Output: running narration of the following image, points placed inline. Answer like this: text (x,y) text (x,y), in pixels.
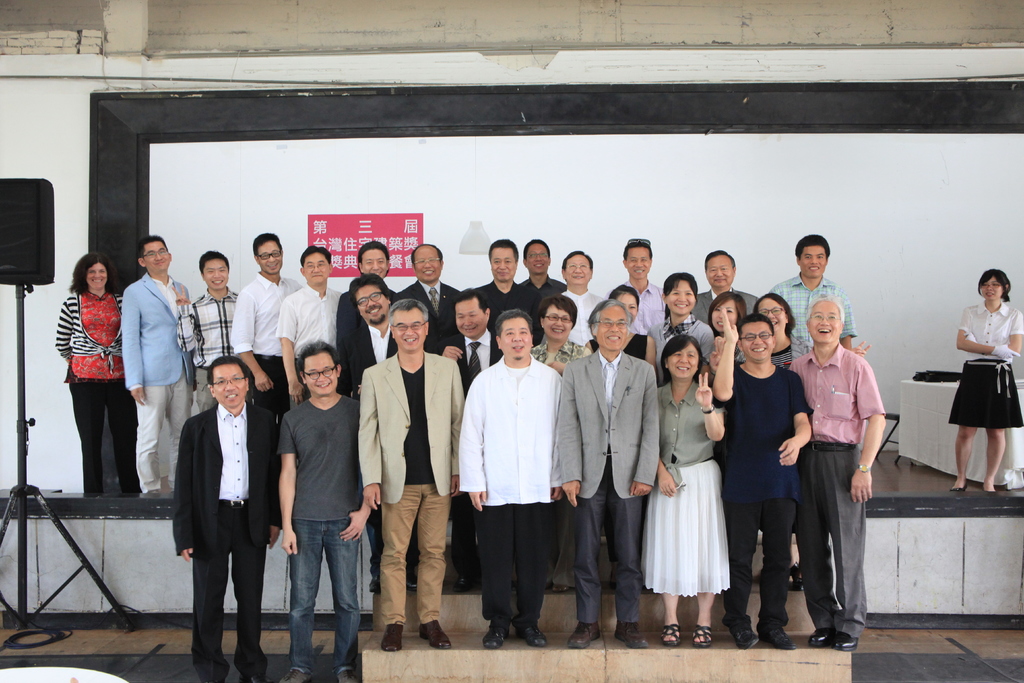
In this picture I can see group of people (206,328) standing and smiling, there is a speaker (35,254) with a stand (26,290), there is a chair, table (946,445), board (380,232), light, and in the background (264,147) this is looking like a wall (217,202) or a screen (196,156).
